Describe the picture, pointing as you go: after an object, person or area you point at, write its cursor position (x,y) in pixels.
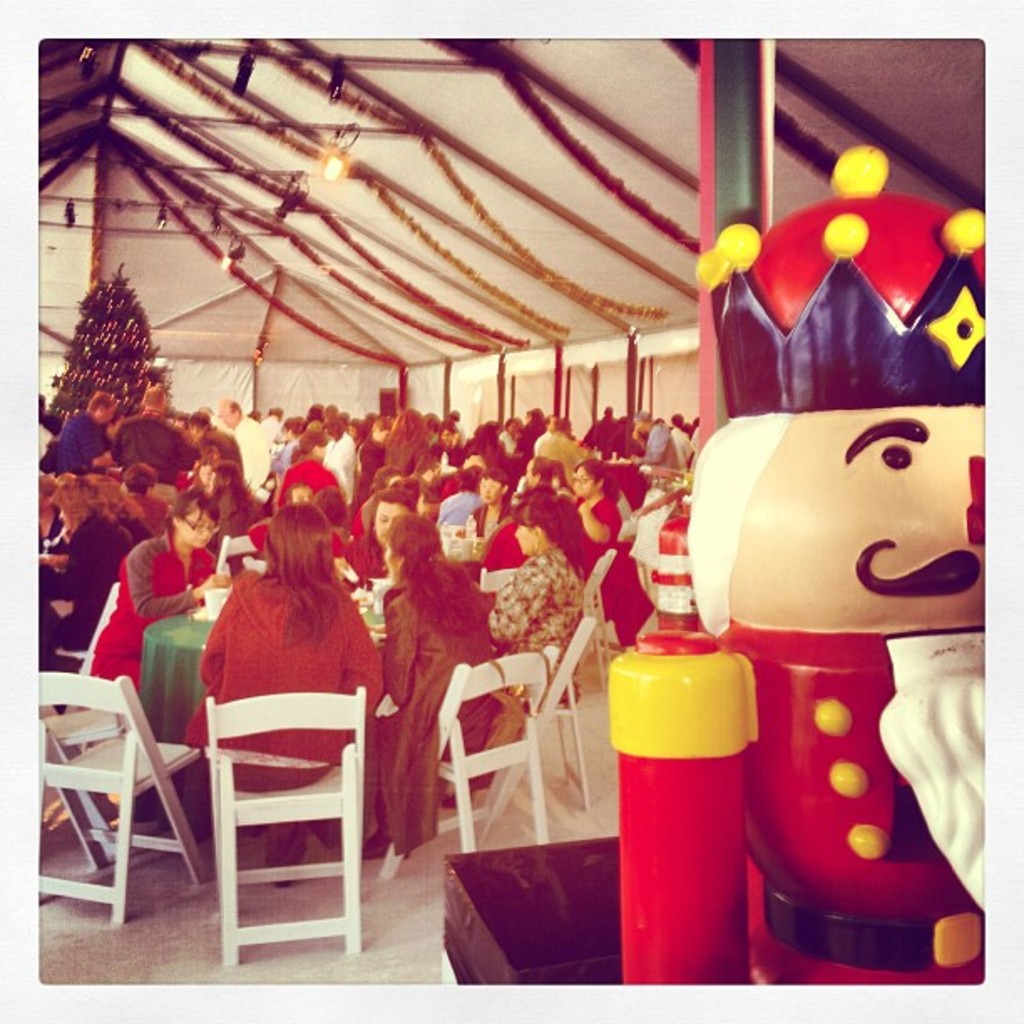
This is a picture in a shed (246,201), there is a group of people (315,434) who are celebrating the Christmas this is a Christmas tree (109,367) decorated with lights (123,350) on the roof (211,292) we can see the lights (297,194) these are the chairs (263,808) which is in white color. This is the toy of a security guard (792,763) with red color and a crown (922,345) with black color.
